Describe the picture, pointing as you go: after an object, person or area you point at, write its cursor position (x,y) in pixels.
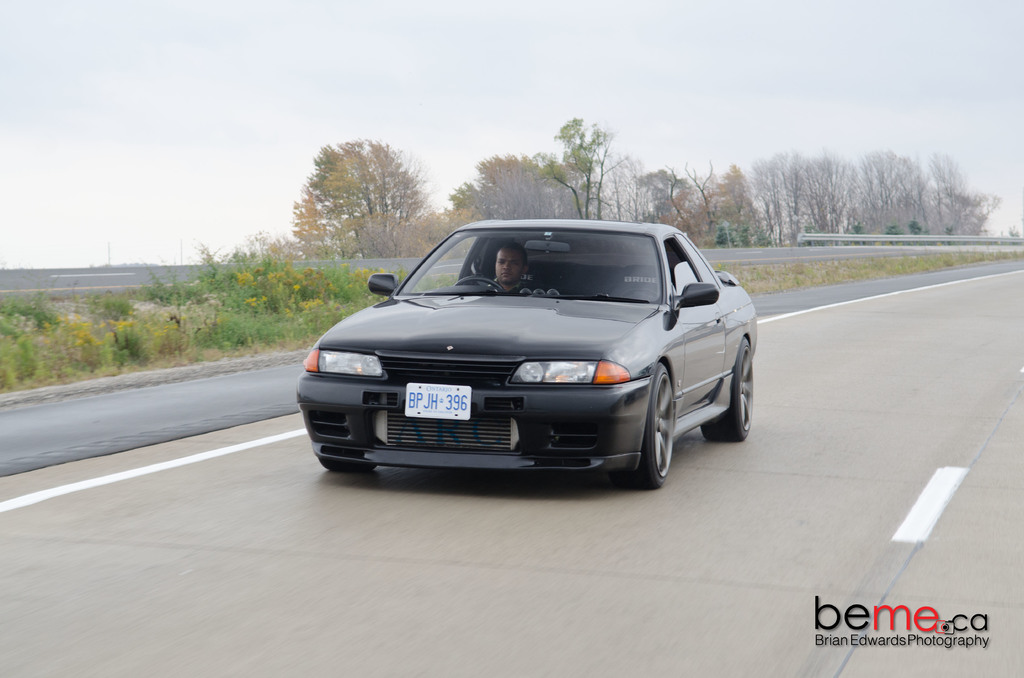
In this image I can see in the middle (570,316) a man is driving the car (548,385), it is in black color, at the back side (517,215) there are trees (497,195). In the right hand side (919,612) bottom there is the text (902,609). At the top (445,94) it is the sky (456,163).
